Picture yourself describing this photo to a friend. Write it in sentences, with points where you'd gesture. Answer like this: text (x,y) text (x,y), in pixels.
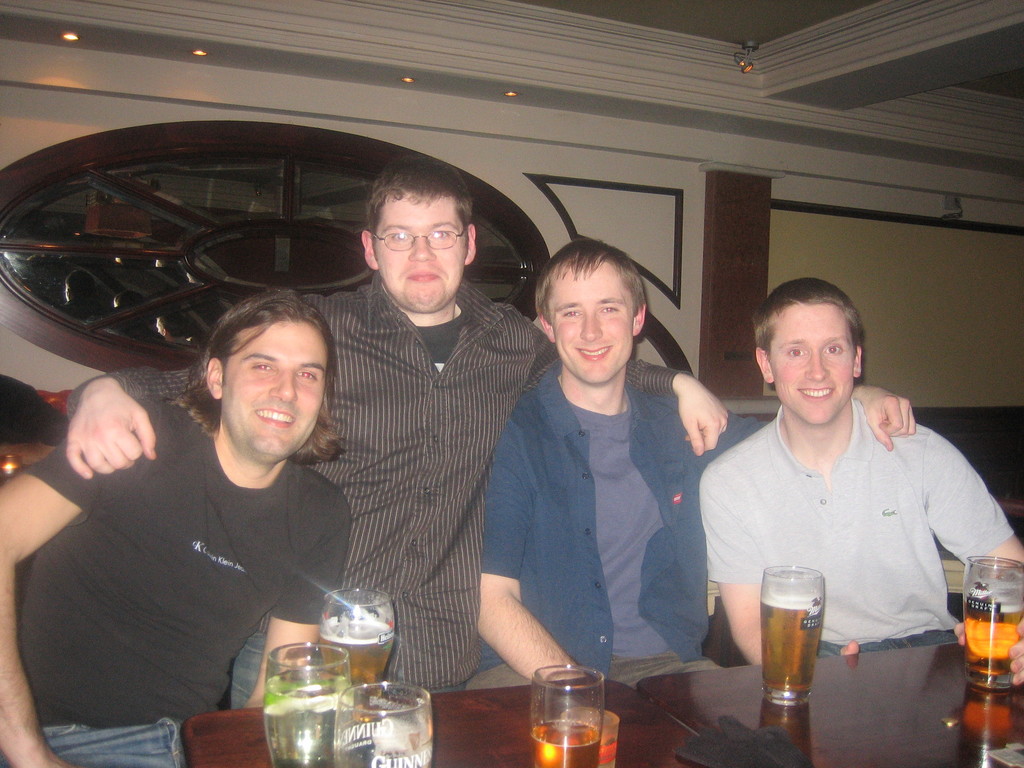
In this image I can see group of people (526,420). In front (324,426) the person (322,410) is wearing black color shirt (330,499) and I can also see few glasses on the table (723,693), background (635,196) I can see few lights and the wall (664,196) is in white, brown and cream color.
